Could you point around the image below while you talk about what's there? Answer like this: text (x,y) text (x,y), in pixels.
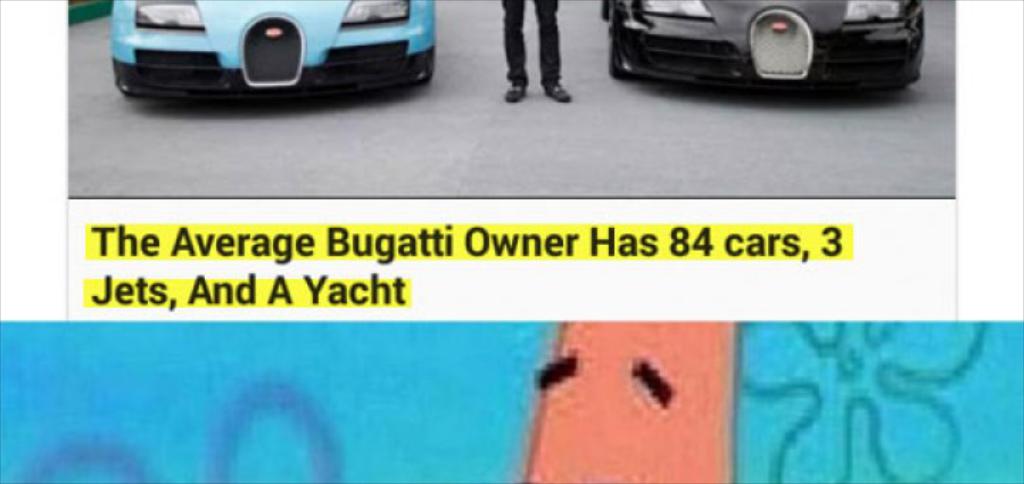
In the foreground of this truncated collage image, there is some text (553,255) in the middle (358,229). At the bottom side of the image (650,465) is not clear. At the top (556,26) in the image, there are two legs (546,35) of a person (539,10) and two cars (818,46) on either side to the person (566,89) on the road (617,134).
